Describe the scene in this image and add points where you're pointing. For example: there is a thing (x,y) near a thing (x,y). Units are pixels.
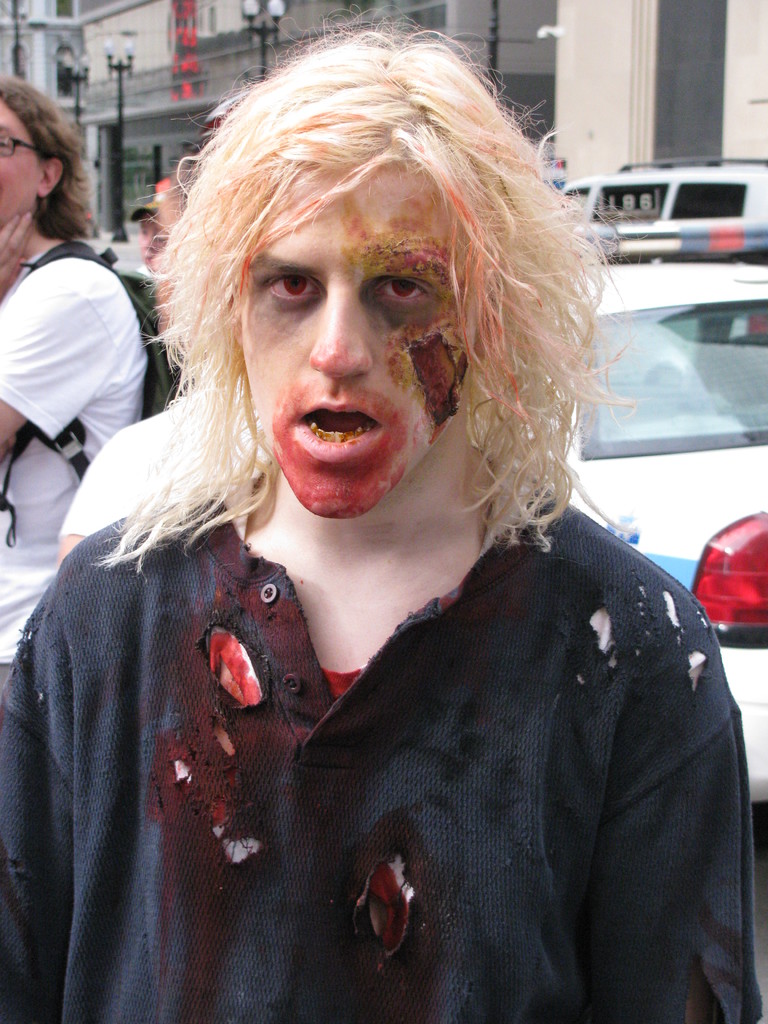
There is one person (330,609) standing at the bottom of this image (345,745). We can see poles (267,51) and buildings (478,39) in the background (515,67). There is one person (48,328) standing on the left side of this image (74,315) and there are cars (670,260) on the right side of this image (709,354).
